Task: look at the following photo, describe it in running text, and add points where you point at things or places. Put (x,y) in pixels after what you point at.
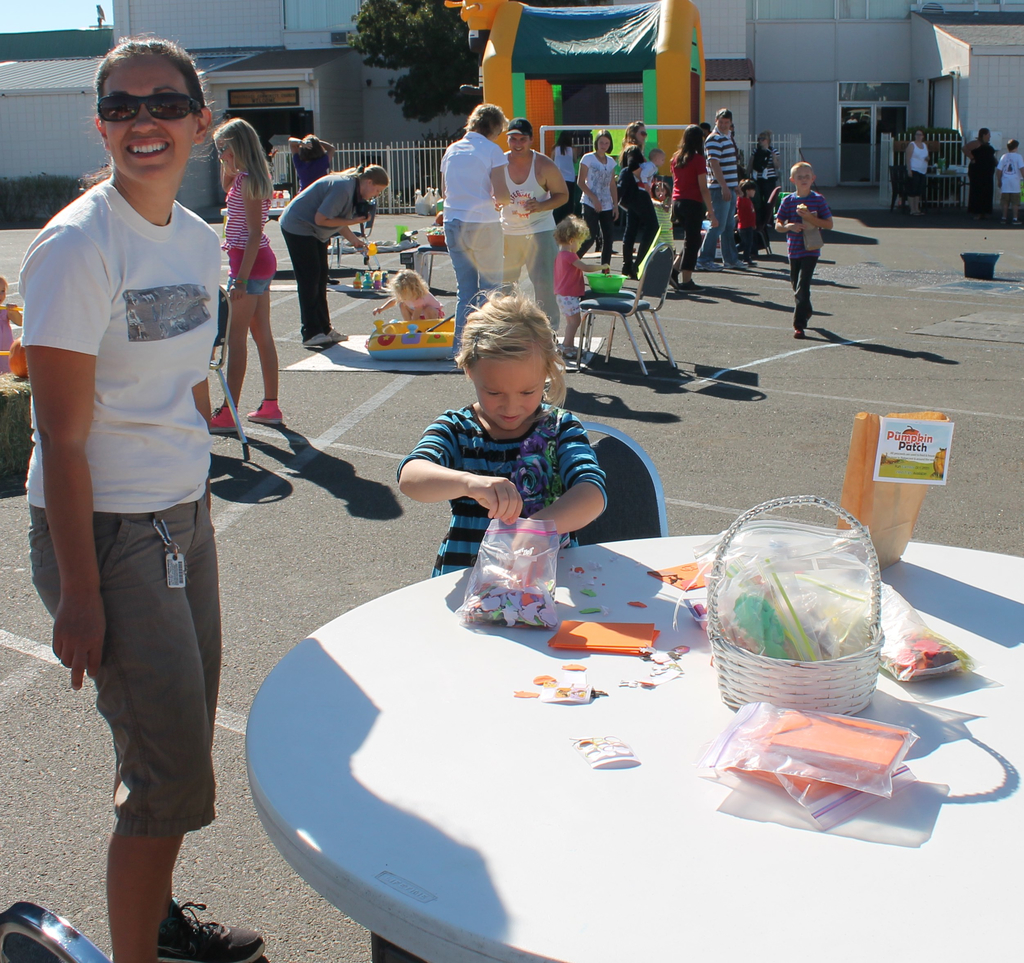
The image is taken outside of the city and it is very sunny. In the image there are group of people (609,210) standing on road (245,708), in middle (550,452) there is a kid (558,482) standing in front of a table (575,551). On table (589,556) we can see a polythene cover (516,613), basket (855,690) in background (1013,111) we can see buildings (795,56), trees (378,40) and sky (35,18) is on top (20,21).
